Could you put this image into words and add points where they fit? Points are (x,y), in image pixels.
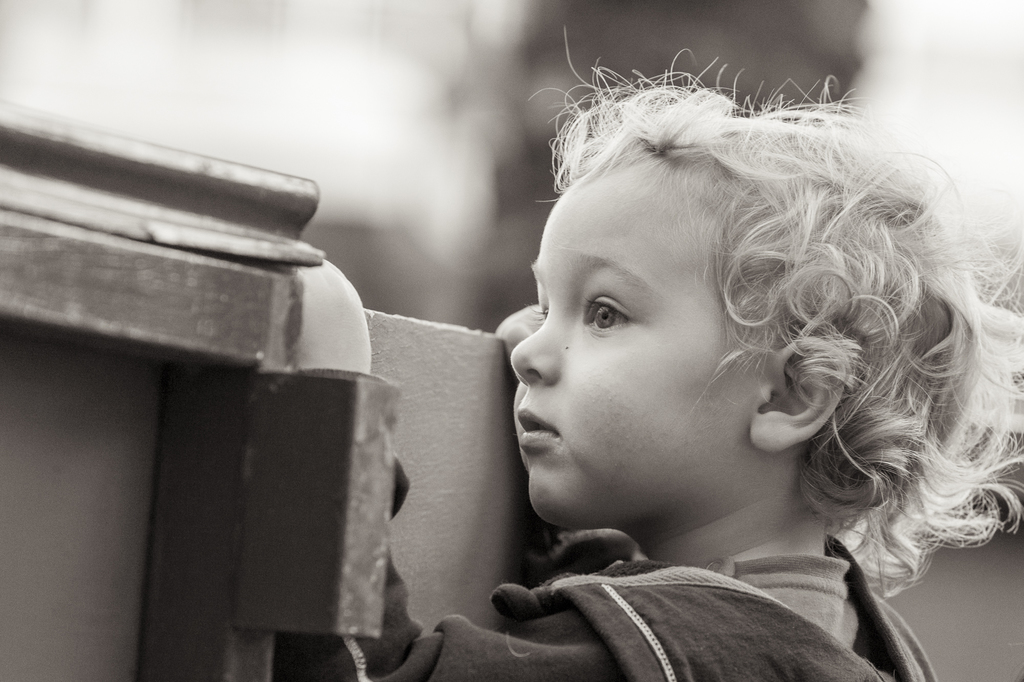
In this image we can see a kid (683,490) standing near the wall (391,376) and there are few objects (182,460) beside the kid (547,515) and a blurry background (992,591).
